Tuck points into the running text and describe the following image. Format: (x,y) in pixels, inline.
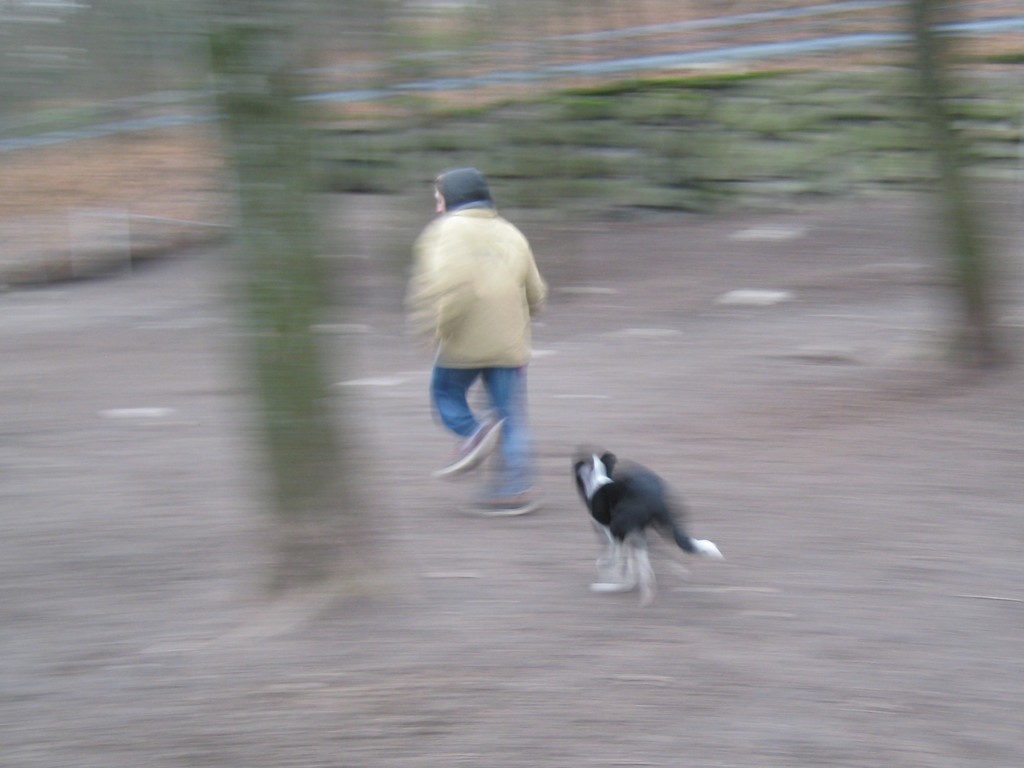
It is a blurry image. In this image there is a person (471,303) running because of the dog (622,534).
